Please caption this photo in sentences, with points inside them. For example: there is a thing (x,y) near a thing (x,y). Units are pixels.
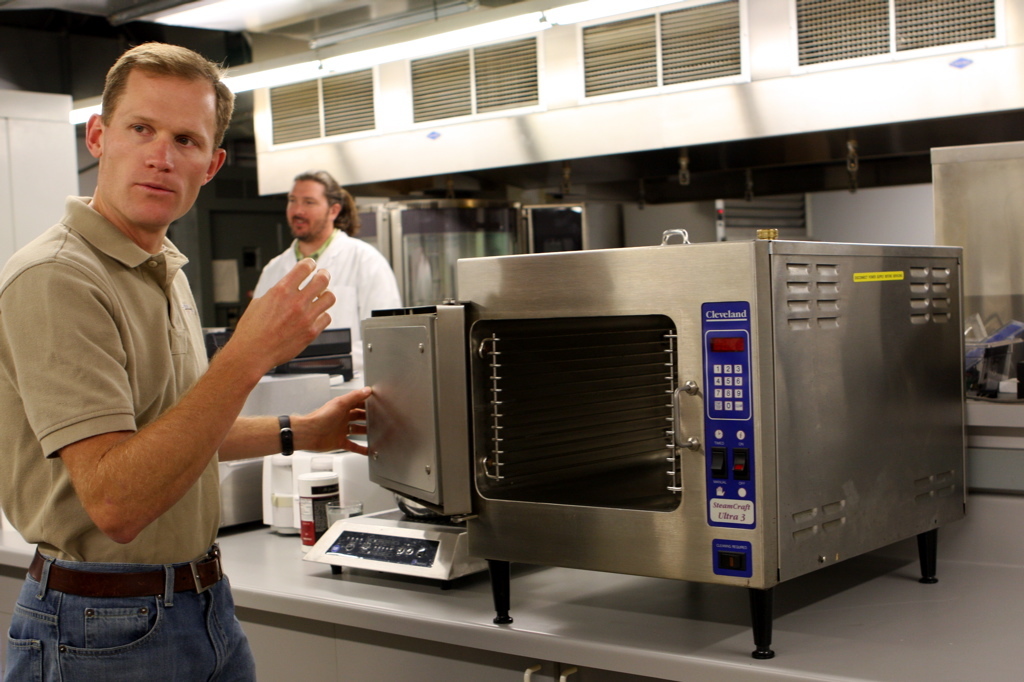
In this picture we can see two people (111,562), here we can see a steamer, induction stove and some objects (981,335).
